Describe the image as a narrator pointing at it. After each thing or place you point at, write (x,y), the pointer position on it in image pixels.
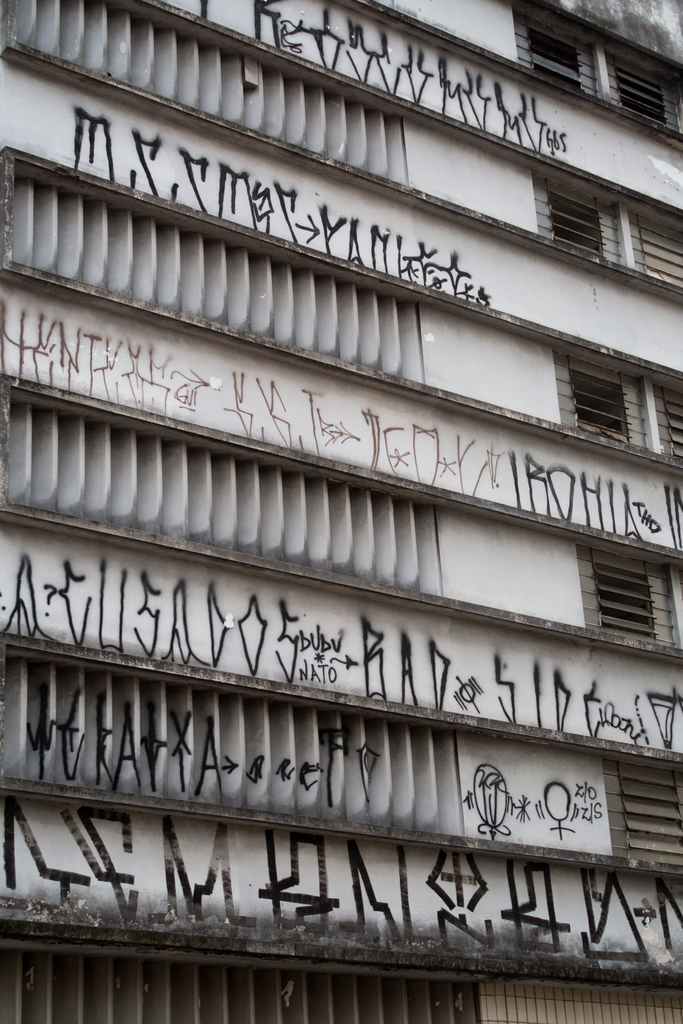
In the center of the image (347,591) there is a building (527,598), windows (613,831) and some text (383,654) on the building (428,627).
